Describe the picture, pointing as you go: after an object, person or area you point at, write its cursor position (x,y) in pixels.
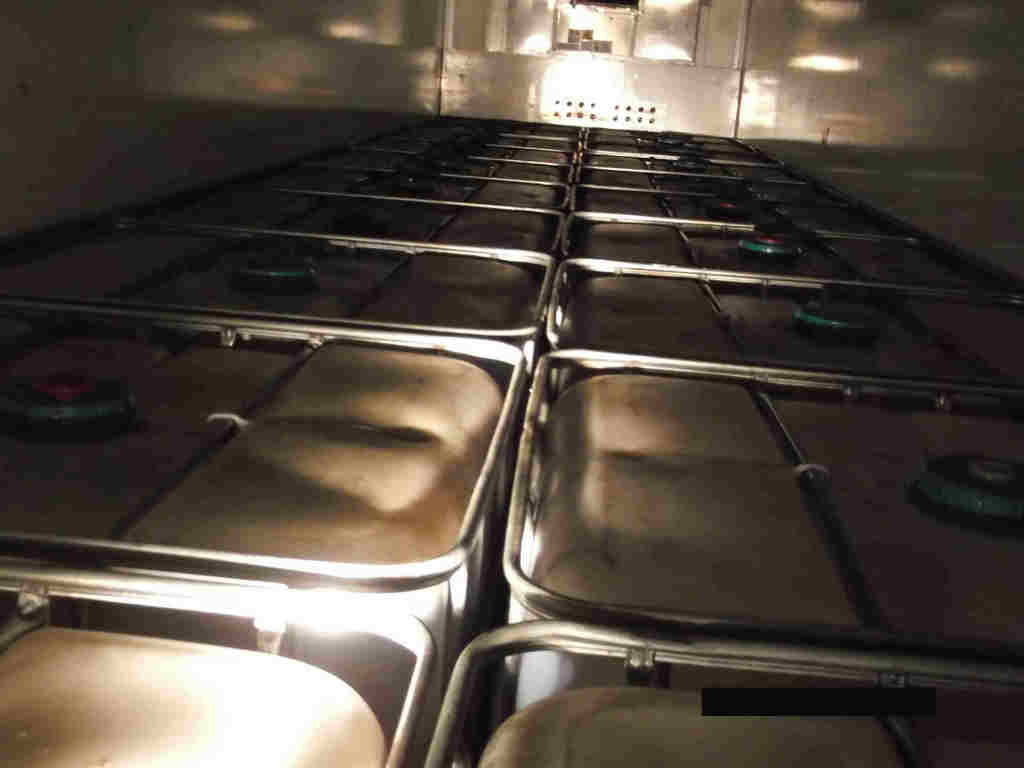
In this image there are many boxes (614,186). These are the walls (707,101). This is the light (572,22).
